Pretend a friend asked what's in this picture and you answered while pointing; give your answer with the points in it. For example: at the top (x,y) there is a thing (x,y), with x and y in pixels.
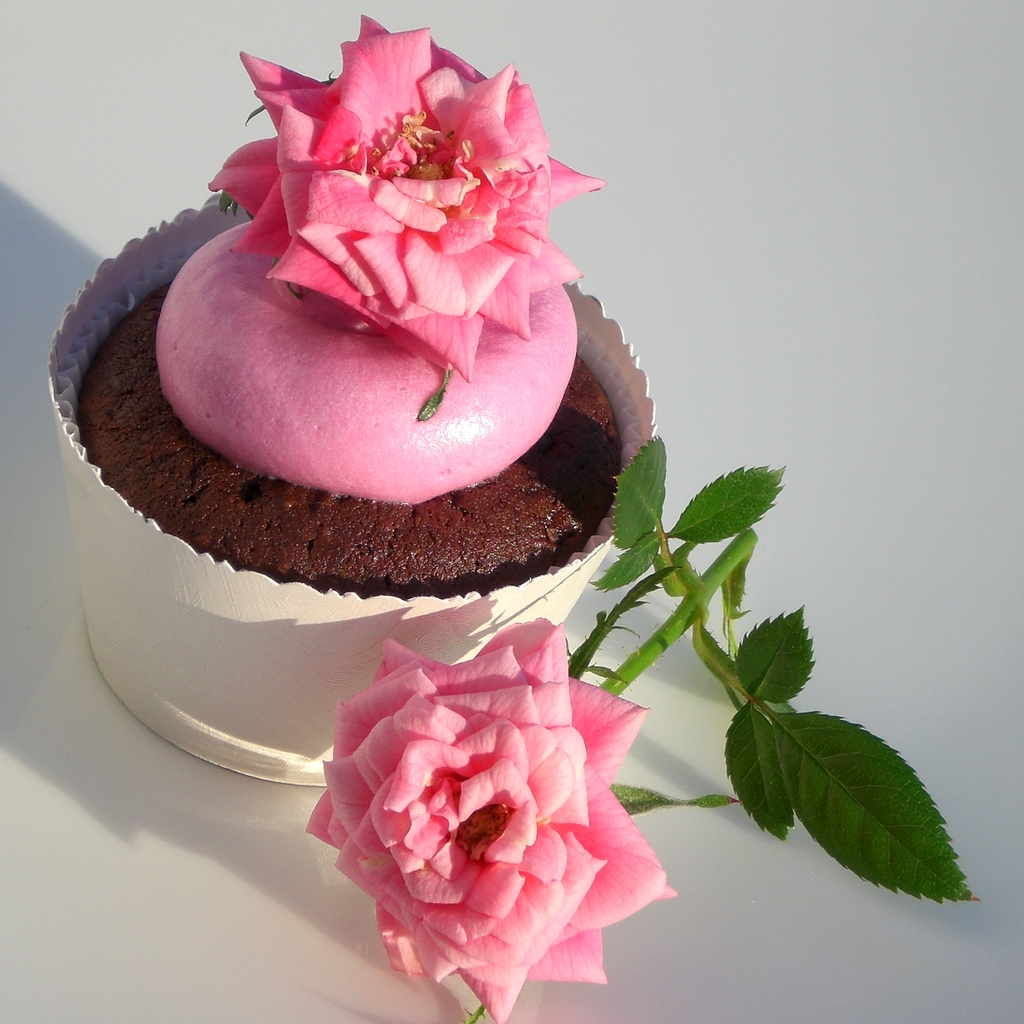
In this image we can see two flowers (466,739), plants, and the cupcake (342,598), which are on the white colored surface (78,844).
